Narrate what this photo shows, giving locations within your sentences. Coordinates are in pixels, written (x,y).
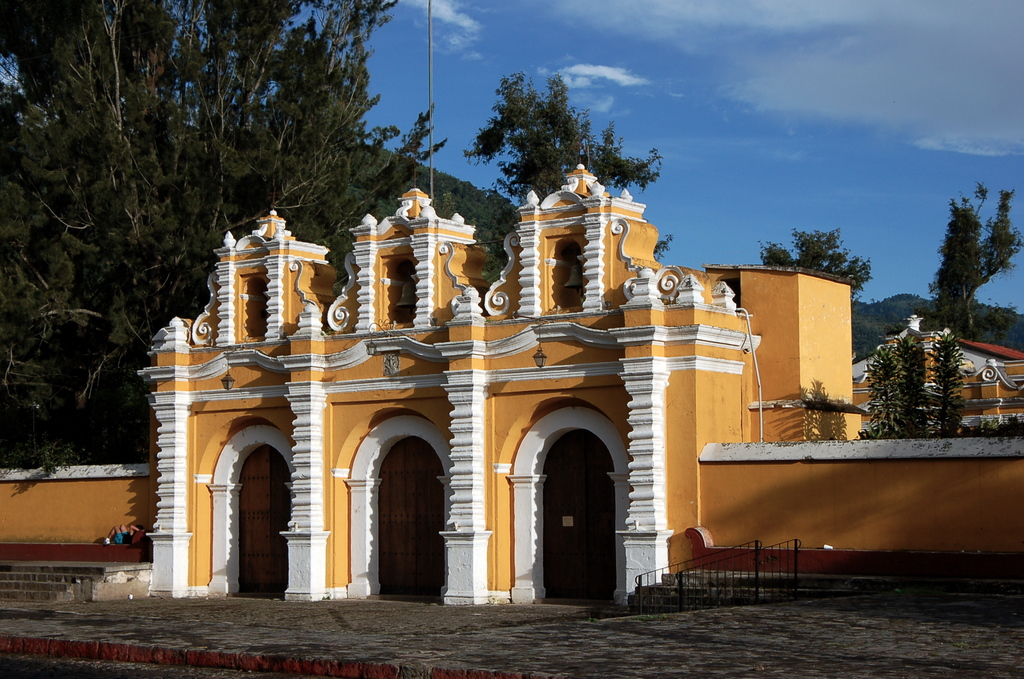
In this image we can see a house (428,390), with wooden doors (391,530), there are some trees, mountains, we can also see a person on the surface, there are some stairs (672,588), handrails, also we can see the sky (839,119).
